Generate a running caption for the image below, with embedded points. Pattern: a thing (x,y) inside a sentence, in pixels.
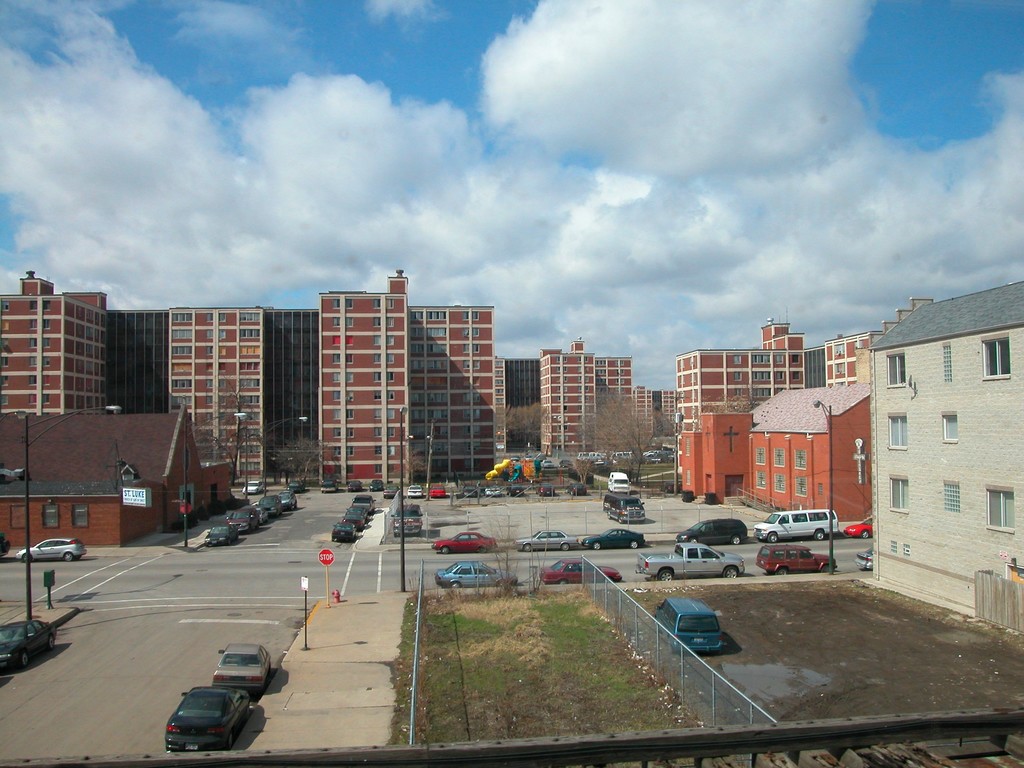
In this image we can see buildings (884,388), trees (599,405), motor vehicles (724,524) on the road (283,515) and in the parking slots (528,527), fences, sign boards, street poles (429,477), street lights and sky (756,222) with clouds (492,188).
